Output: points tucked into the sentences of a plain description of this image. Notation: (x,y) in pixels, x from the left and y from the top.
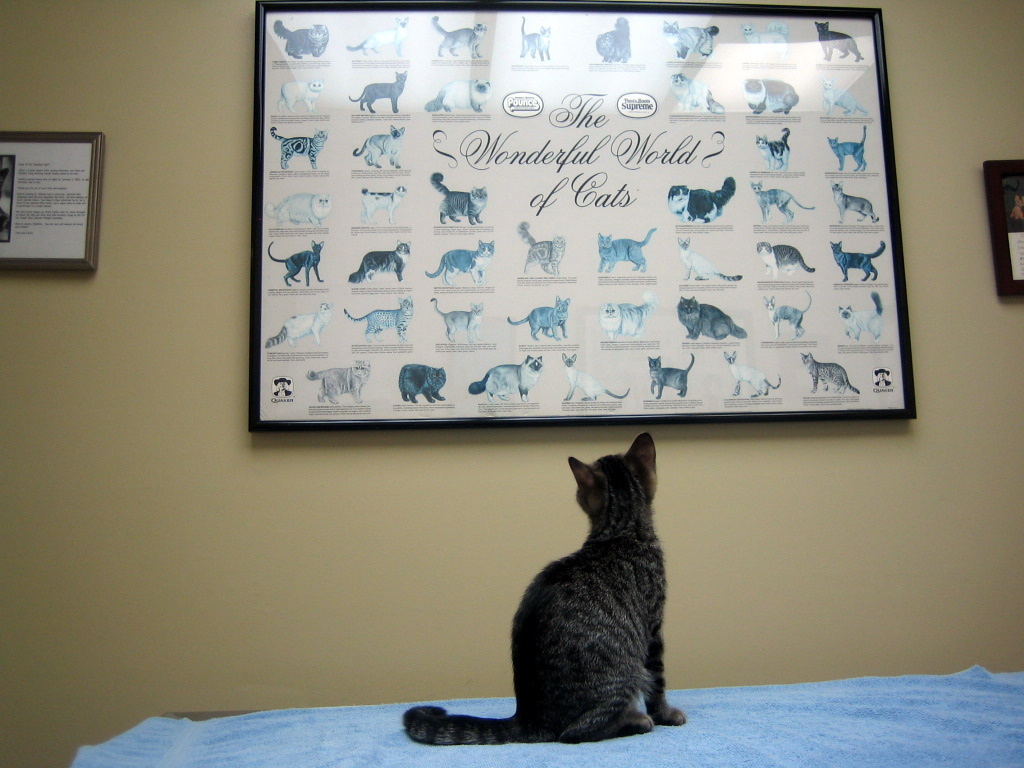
In this picture I can see a blue color cloth (245,763) on which there is a cat (572,621) sitting and in the background (455,513) I can see the wall (917,158), on which there are 3 frames (299,279) and on the middle frame (554,163), I can see the pictures (465,267) of cats (710,202) and I see something is written.
